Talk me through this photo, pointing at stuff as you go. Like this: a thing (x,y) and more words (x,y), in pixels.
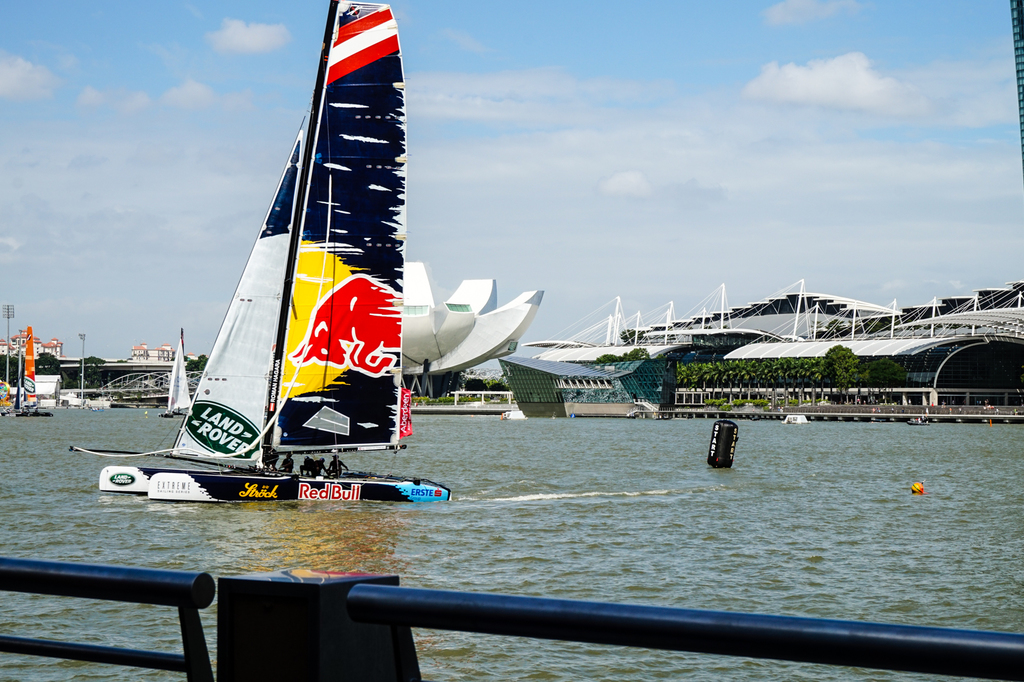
In this image there is the water (592,509). There are boats (233,441) on the water (319,504). There are people (308,469) on the boats (380,489). In the background (702,342) there are buildings (589,380), poles (10,311) and trees (693,375). At the top (622,93) there is the sky (126,87). At the bottom (157,585) there is a railing (404,628).
